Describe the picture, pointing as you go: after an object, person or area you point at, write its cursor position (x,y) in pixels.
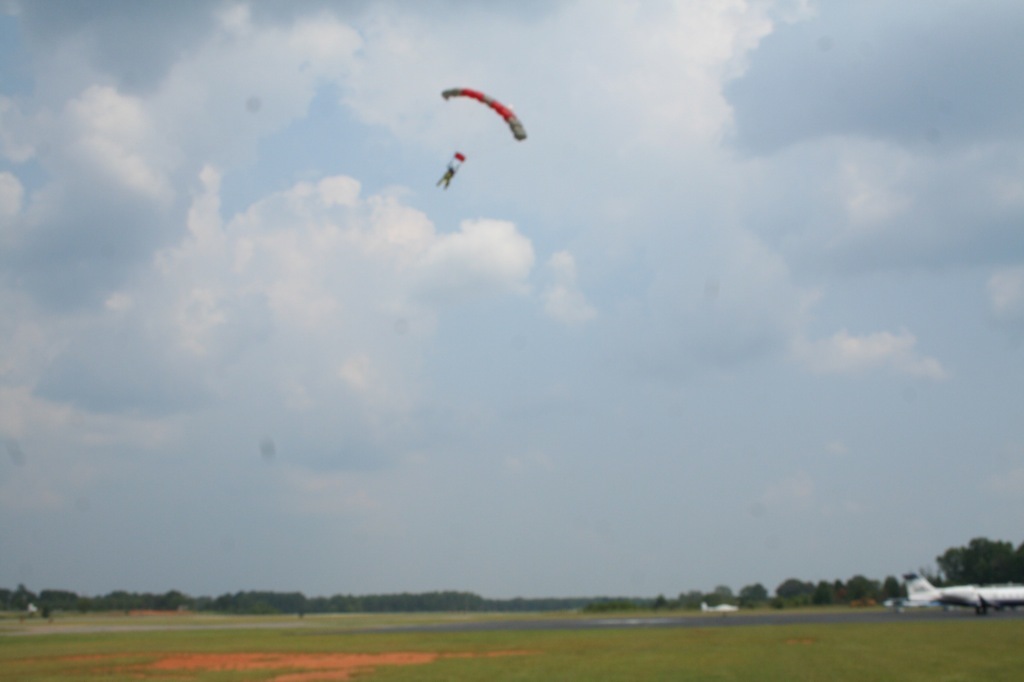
In the picture we can see the grass surface (912,658) with two air crafts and far away from it we can see many trees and the sky (194,501) with clouds (265,58) and in the sky (161,504) we can see a person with parachute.
